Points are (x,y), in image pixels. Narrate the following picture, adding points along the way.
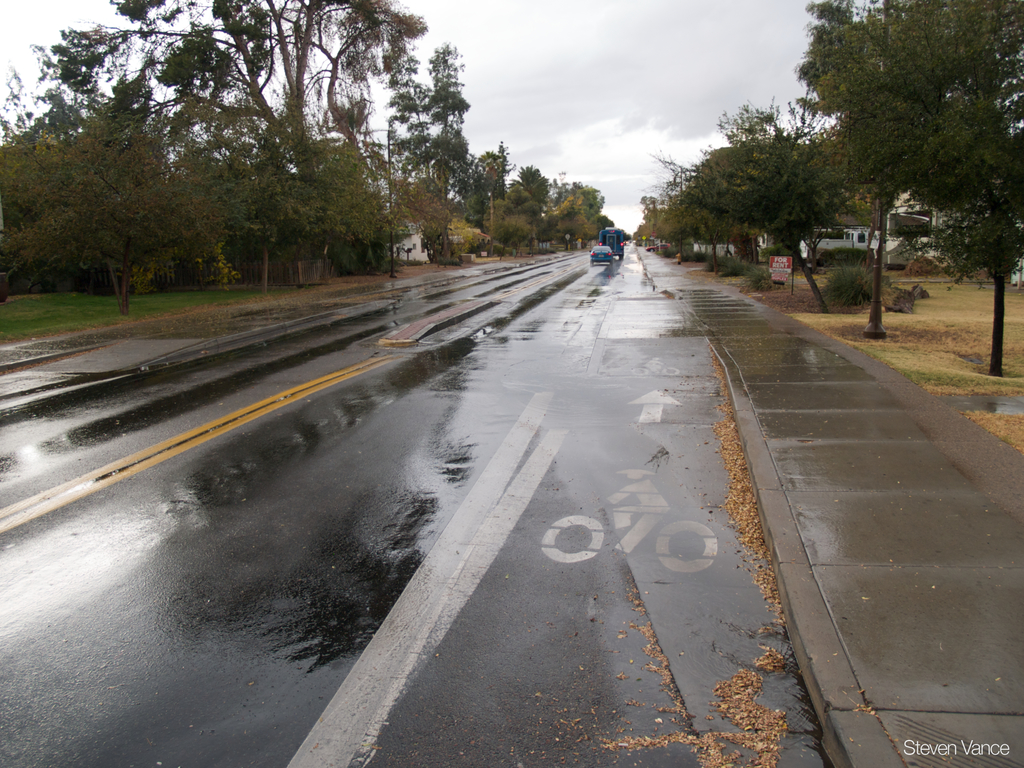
This image consists of a car (606,254) and a truck (621,250) on the road (388,526). On the left (152,273) and right, there are trees (961,190). At the top (602,102), there are clouds (605,123) in the sky (606,161).
